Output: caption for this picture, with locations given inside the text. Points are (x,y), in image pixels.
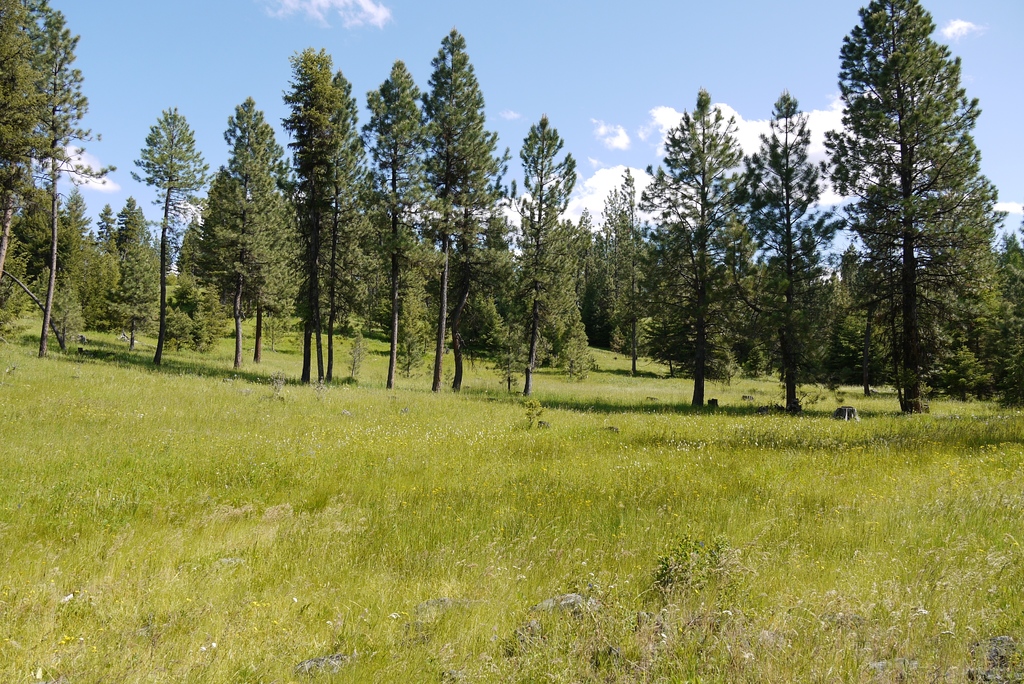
In this image we can see trees (127,256), grass (547,478), stones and sky (270,57) with clouds (796,121) in the background (523,119).
